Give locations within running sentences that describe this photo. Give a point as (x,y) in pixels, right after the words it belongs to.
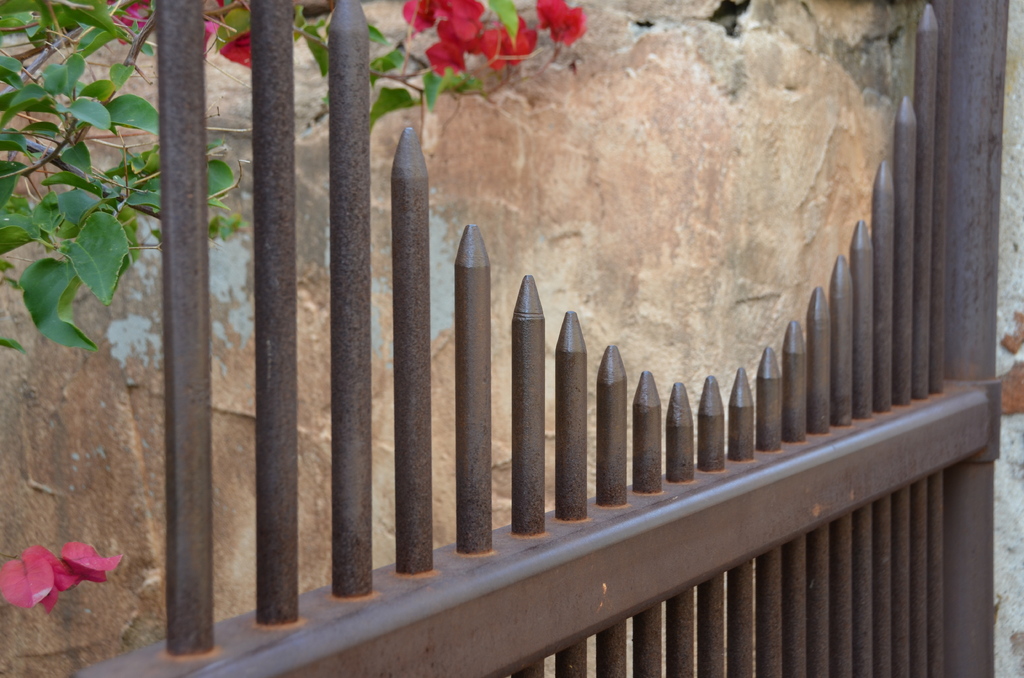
In this image there is a metal railing (643,489). Behind the railing (268,110) there are rocks (439,153). In the top left (77,182) there are leaves (81,85) and flowers (468,21) of a plant (212,128).
